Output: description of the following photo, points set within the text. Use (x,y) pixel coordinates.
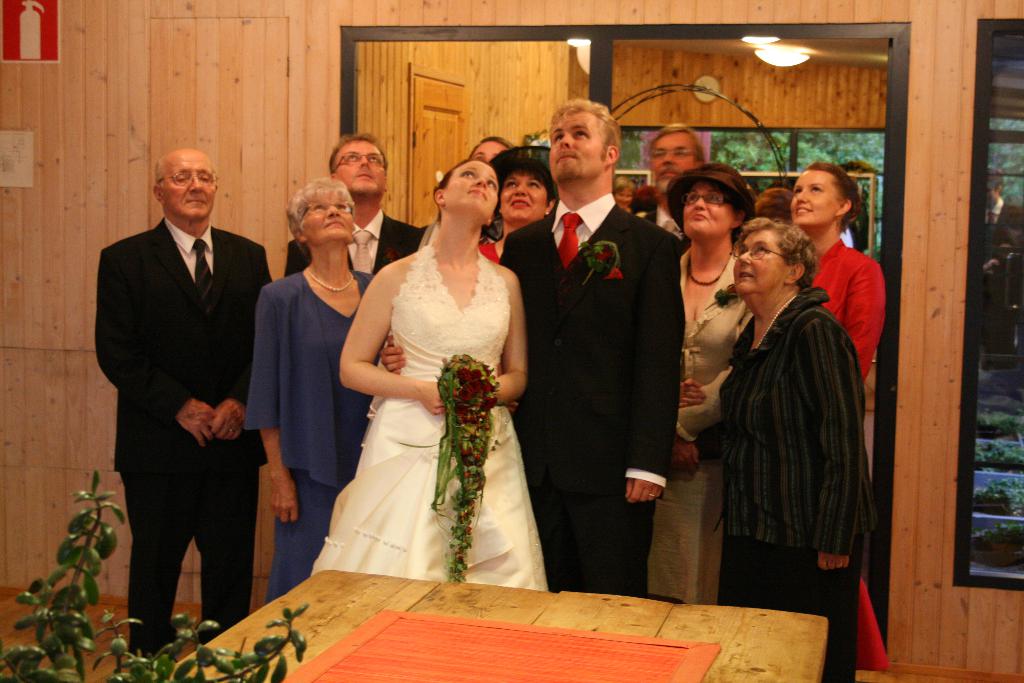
In the center of the image (461,348) we can see group of persons (372,301) looking at the top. At the bottom of the image (793,627) there is a plant (197,633) and table (329,628). In the background (177,128) there is a wall (820,96), windows (748,143), lights (772,63) and trees (757,157).
